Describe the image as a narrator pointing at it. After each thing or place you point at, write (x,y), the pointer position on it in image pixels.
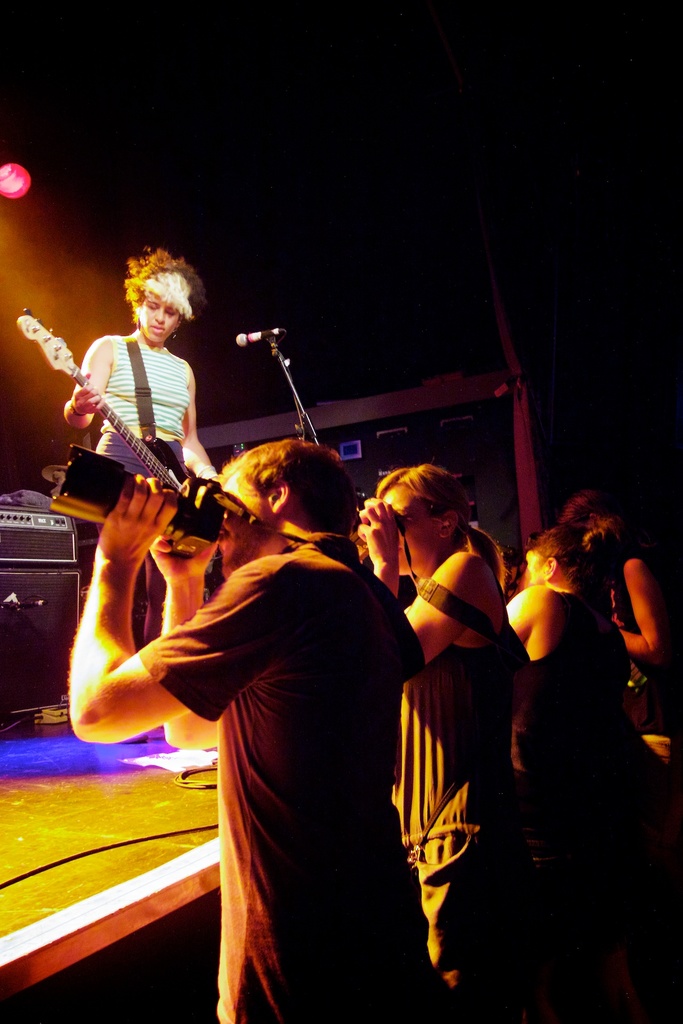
In this image there are some group of people (327,676) who are standing and on the stage (17,802) there is one woman (143,272) who is standing, and she is holding a guitar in front of her there is one mike (250,336).
